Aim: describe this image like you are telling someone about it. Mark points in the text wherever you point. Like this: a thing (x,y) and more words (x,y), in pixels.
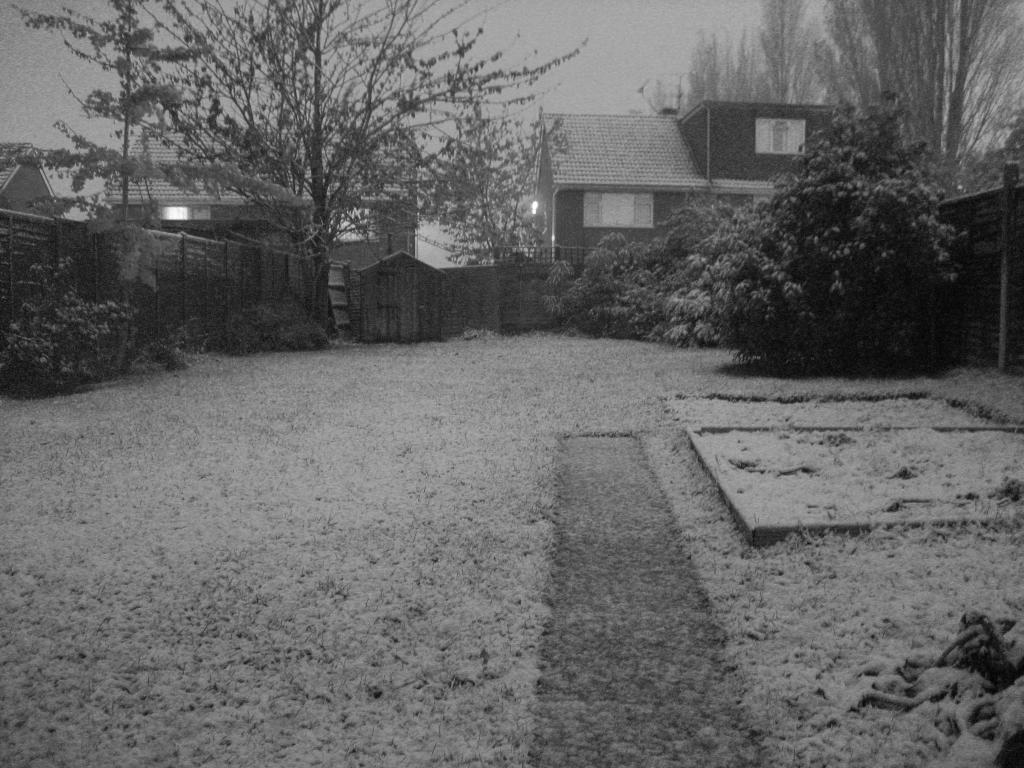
In this image there is full of snow (843,700) at the bottom (584,542). In the background (602,202) there are houses (588,192). On the left side (320,275) there are two trees (159,100) with the snow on them. There are small plants (681,316) on either side of the image.
